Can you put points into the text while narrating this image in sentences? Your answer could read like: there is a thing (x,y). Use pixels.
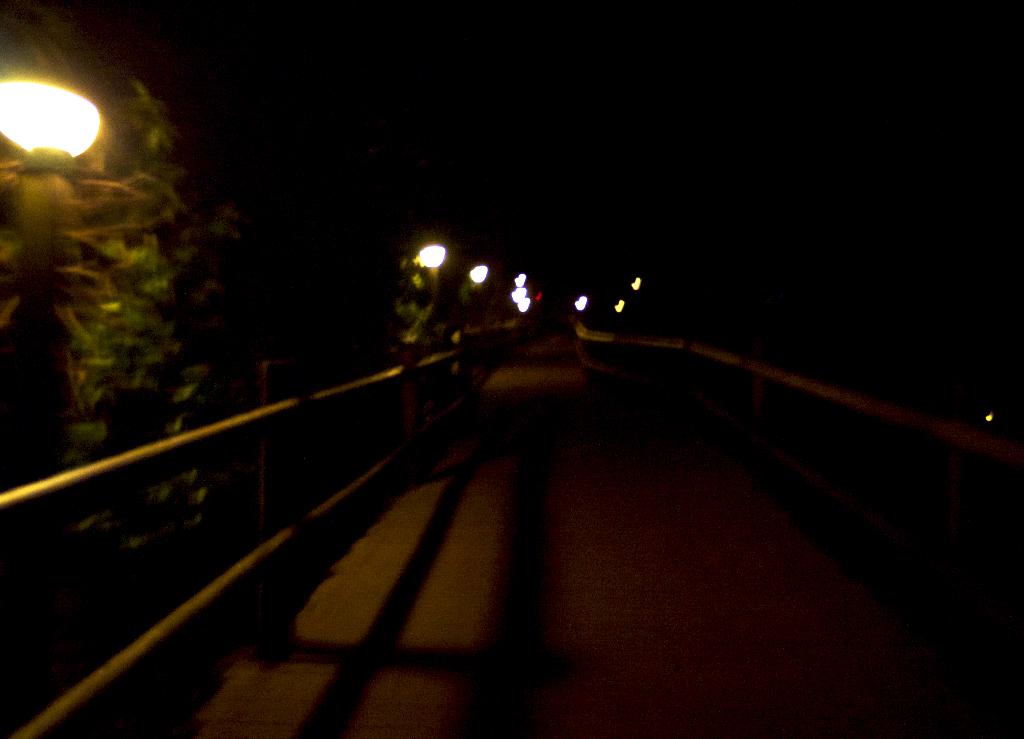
In this picture we can see some fencing (356,396) on the path (624,738). There are some lights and trees (107,399).
